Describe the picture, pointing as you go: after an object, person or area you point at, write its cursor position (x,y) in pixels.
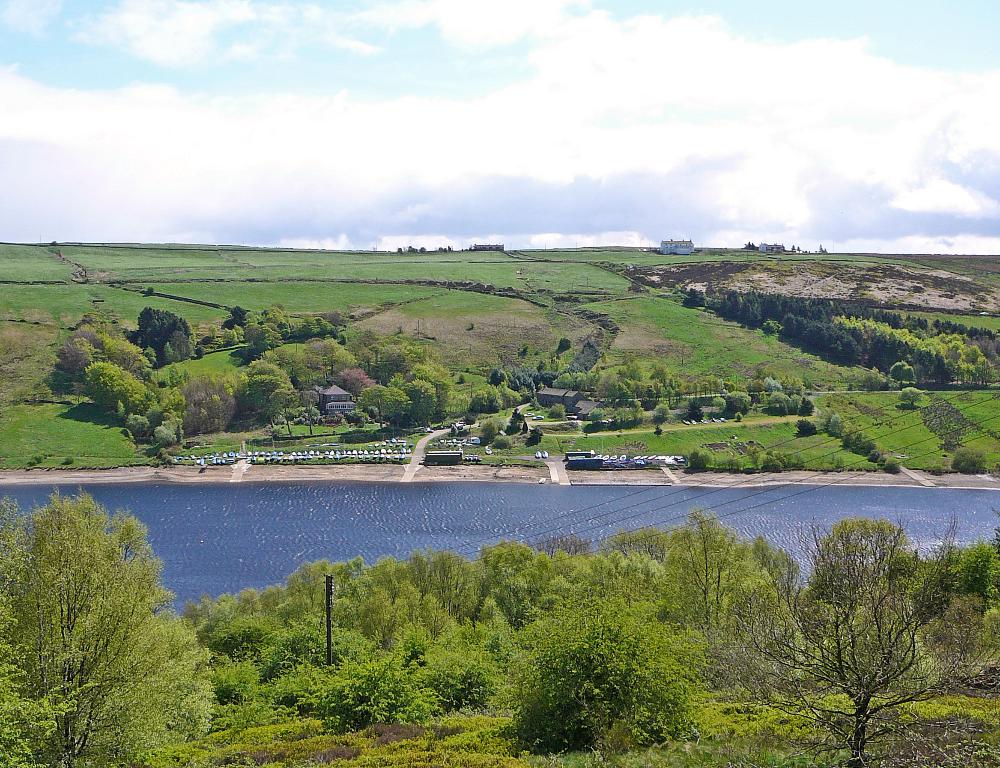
This image is taken outdoors. At the bottom of the image (555,705) there is a ground (772,756) with grass (787,746) and many plants (624,621) and trees (447,615) on it. In the middle of the image (642,506) there is a river (288,506) with water (796,548). In the background (555,313) there is a ground (646,346) with a few trees (385,361), plants (532,377) and houses (672,250). At the top of the image (194,113) there is a sky (522,149) with clouds (391,109).
